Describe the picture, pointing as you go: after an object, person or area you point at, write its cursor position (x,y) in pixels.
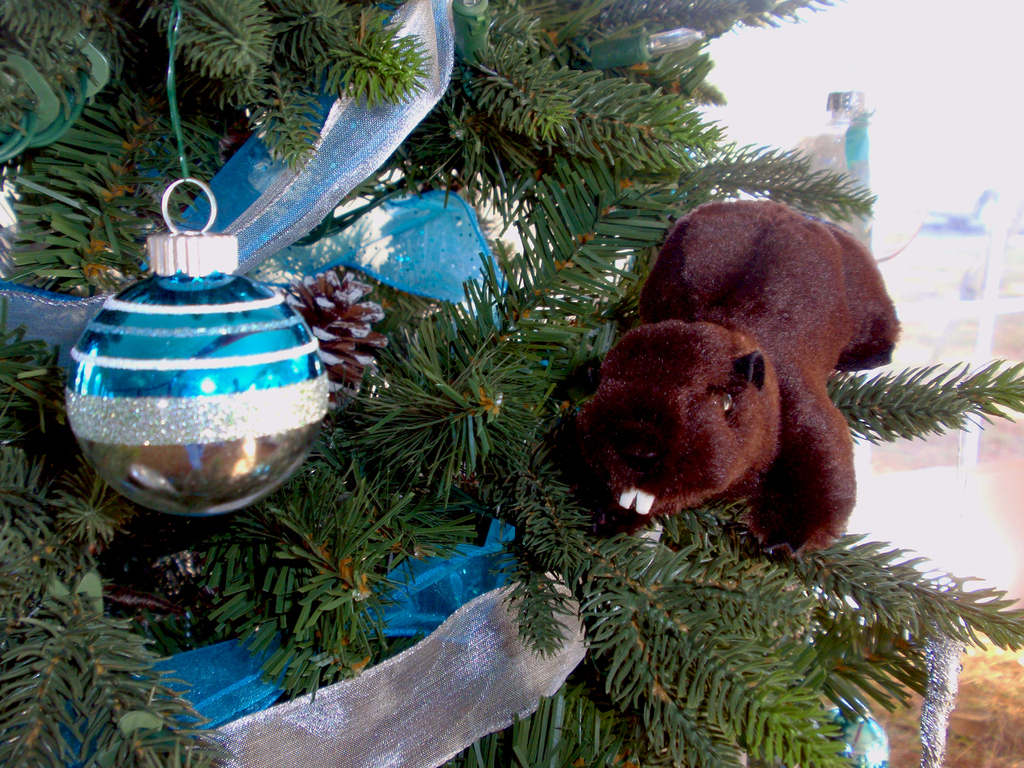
In this picture i can see a Christmas tree (419,161) with ribbons (447,254) and a soft toy (826,444) and a decorative ball (96,389) hanging to it.
